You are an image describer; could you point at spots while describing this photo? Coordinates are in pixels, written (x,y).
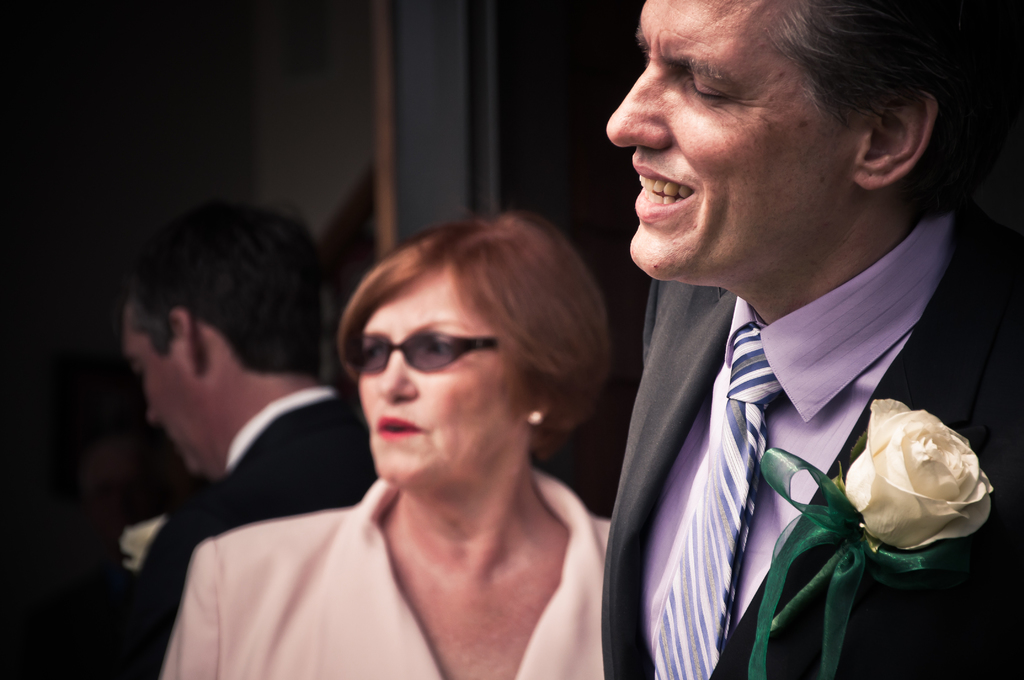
In this image, we can see persons (627,541) wearing clothes (281,596). There is a flower (907,488) in the bottom right of the image (920,454). In the background (547,197), image is blurred.
